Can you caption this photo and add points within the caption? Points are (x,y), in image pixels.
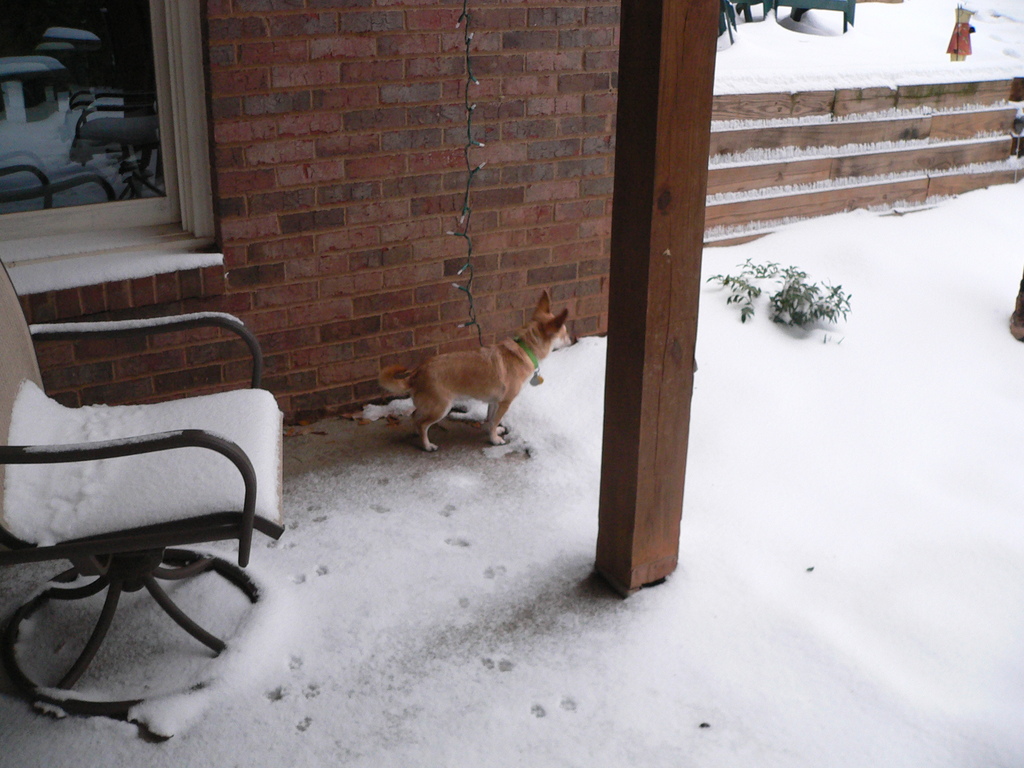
At the bottom of the picture (632,618), we see ice (692,473). In the middle of the picture (651,440), we see a wooden pillar (676,414). Behind that, we see a brown dog (566,316). Beside that, we see a plant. On the left side (258,508), we see a chair (132,559) which is covered with the ice (72,519). Behind that, we see windows (92,190) and a wall (363,185) which is made up of bricks (403,116). Beside that, we see staircase (860,175) which is covered with ice (861,122).
